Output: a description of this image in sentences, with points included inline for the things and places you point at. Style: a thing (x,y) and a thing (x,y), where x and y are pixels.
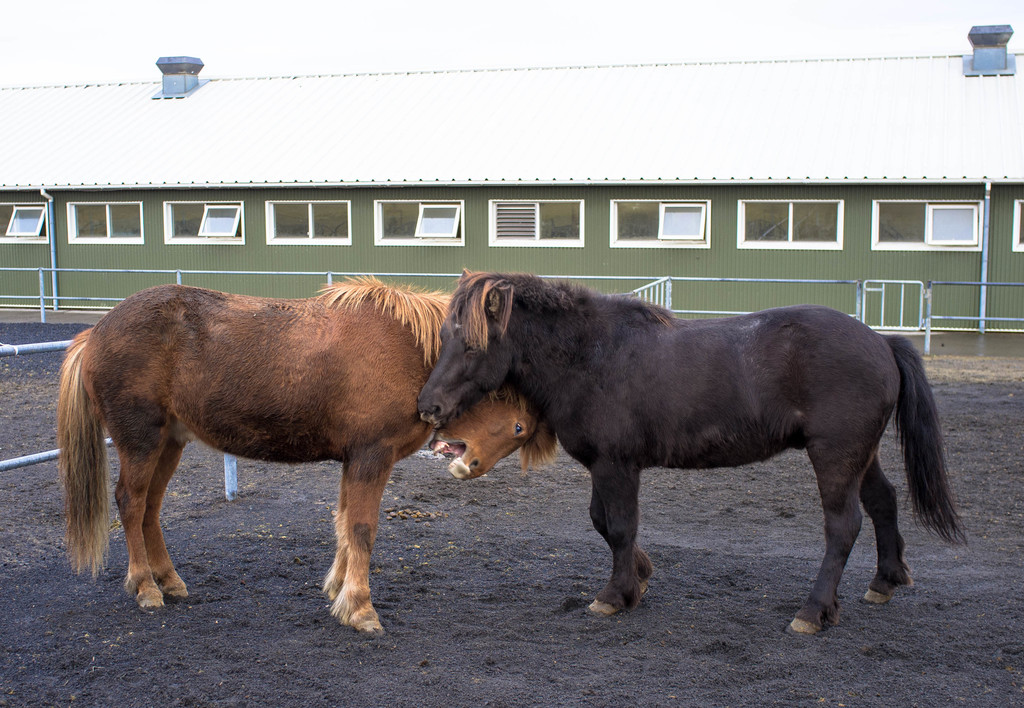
In this image, I can see two horses (425,403) standing. One is brown in color and the other one is black in color. This looks like a shed (504,169) with windows (291,236). These are the roof turbine ventilators (182,67). This looks like a small iron gate (884,303).
